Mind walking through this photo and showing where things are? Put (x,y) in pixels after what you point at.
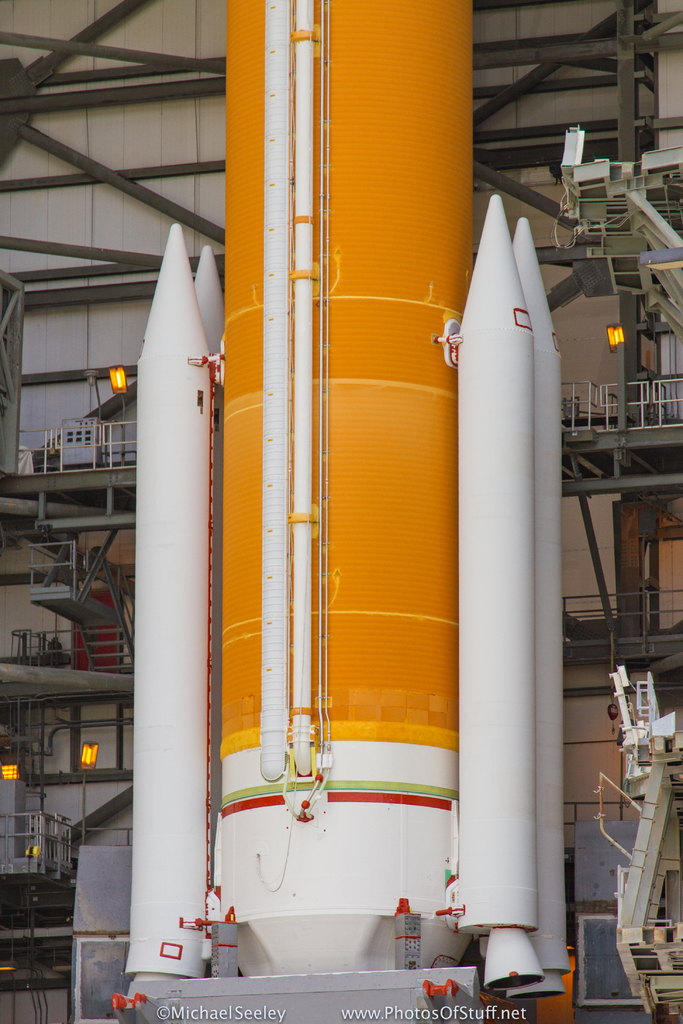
In this image we can see rocket (288,542). In the back (78,672) we can see ladder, railings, iron rods (14,437). Also there are lights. At the bottom (244,1017) we can see text (394,1007).
